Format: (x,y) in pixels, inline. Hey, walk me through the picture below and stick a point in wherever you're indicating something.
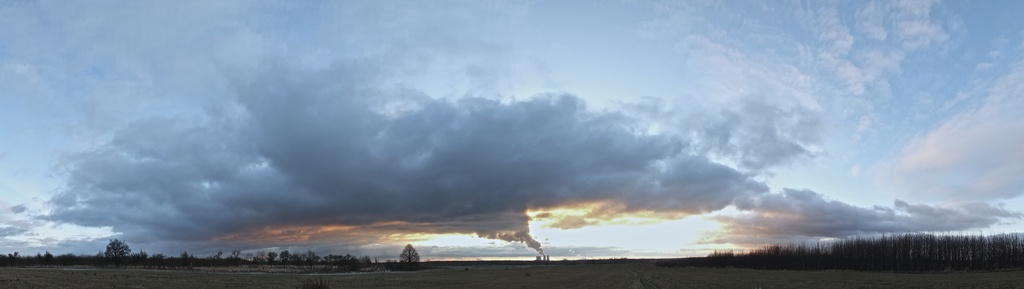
Here we see cloudy sky (141,90) and factory funnel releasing smoke (536,249) and few trees (303,256) and few plants (950,237) on the right (768,269).
